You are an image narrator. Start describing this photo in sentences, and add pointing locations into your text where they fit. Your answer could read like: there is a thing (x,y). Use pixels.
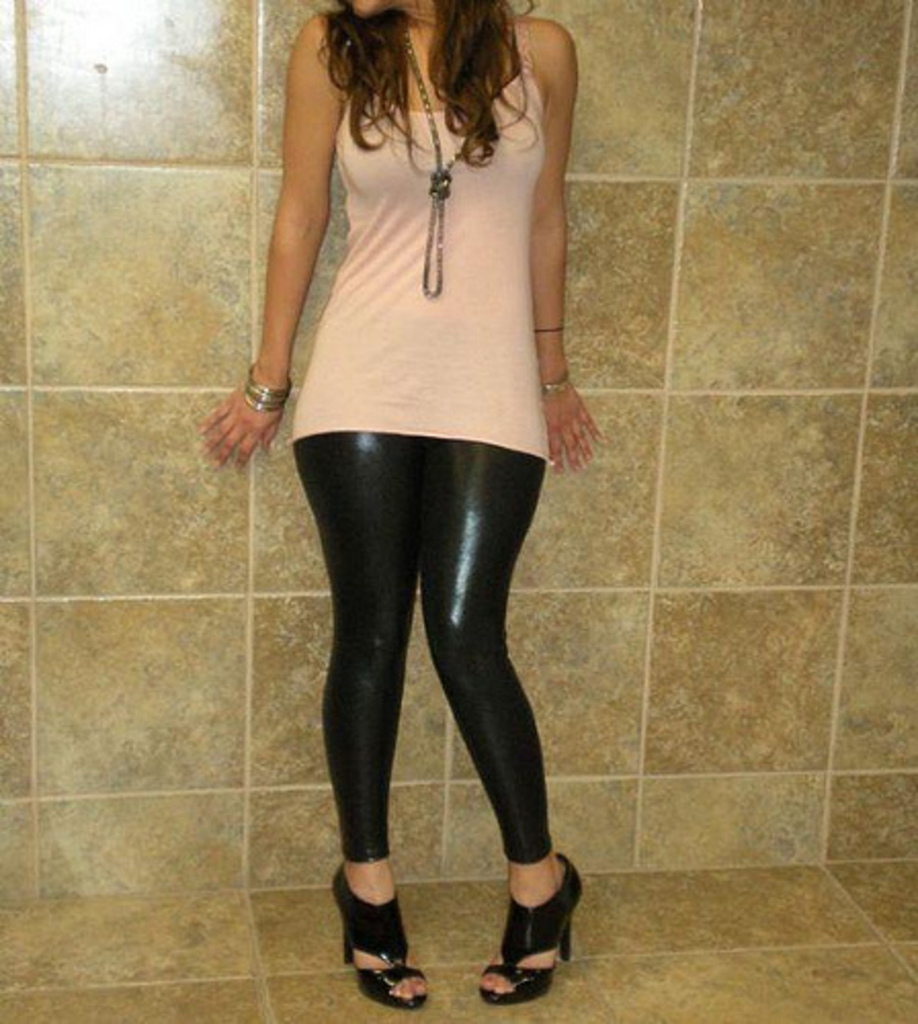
In this image, I can see a woman (371,655) is standing on the floor (445,917), in front of a wall (587,653). This image is taken, maybe in a room (498,690).
